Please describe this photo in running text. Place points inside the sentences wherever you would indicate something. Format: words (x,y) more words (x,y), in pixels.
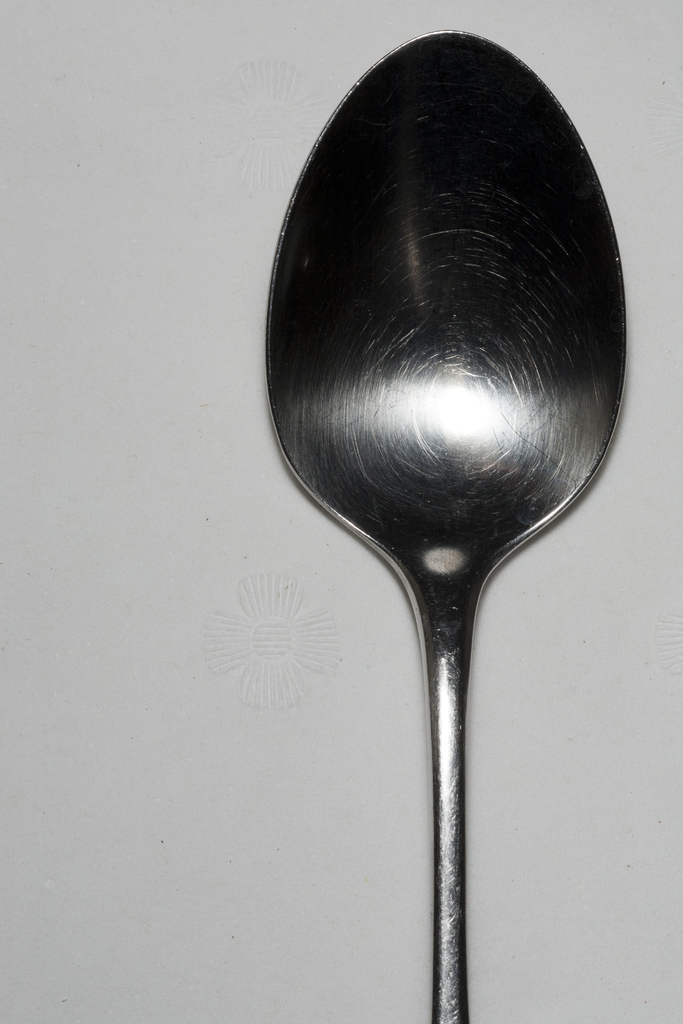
In this image we can see a spoon (364,540) which is placed on the surface (398,883).
